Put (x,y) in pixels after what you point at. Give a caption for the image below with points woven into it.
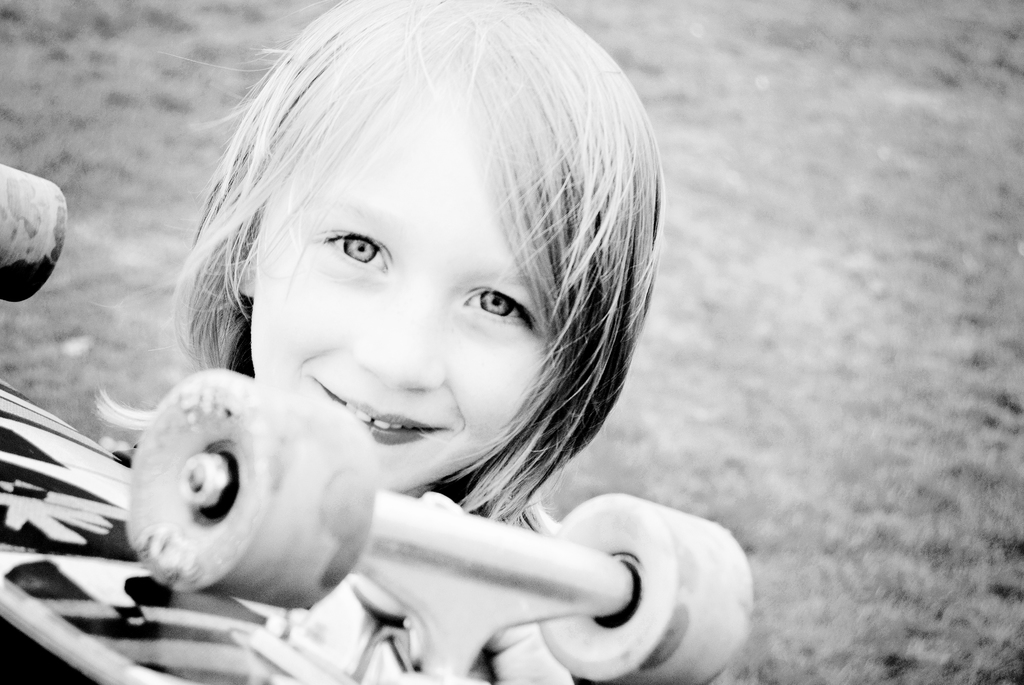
In front of the image there is a child (380,436) holding some object (483,576).
